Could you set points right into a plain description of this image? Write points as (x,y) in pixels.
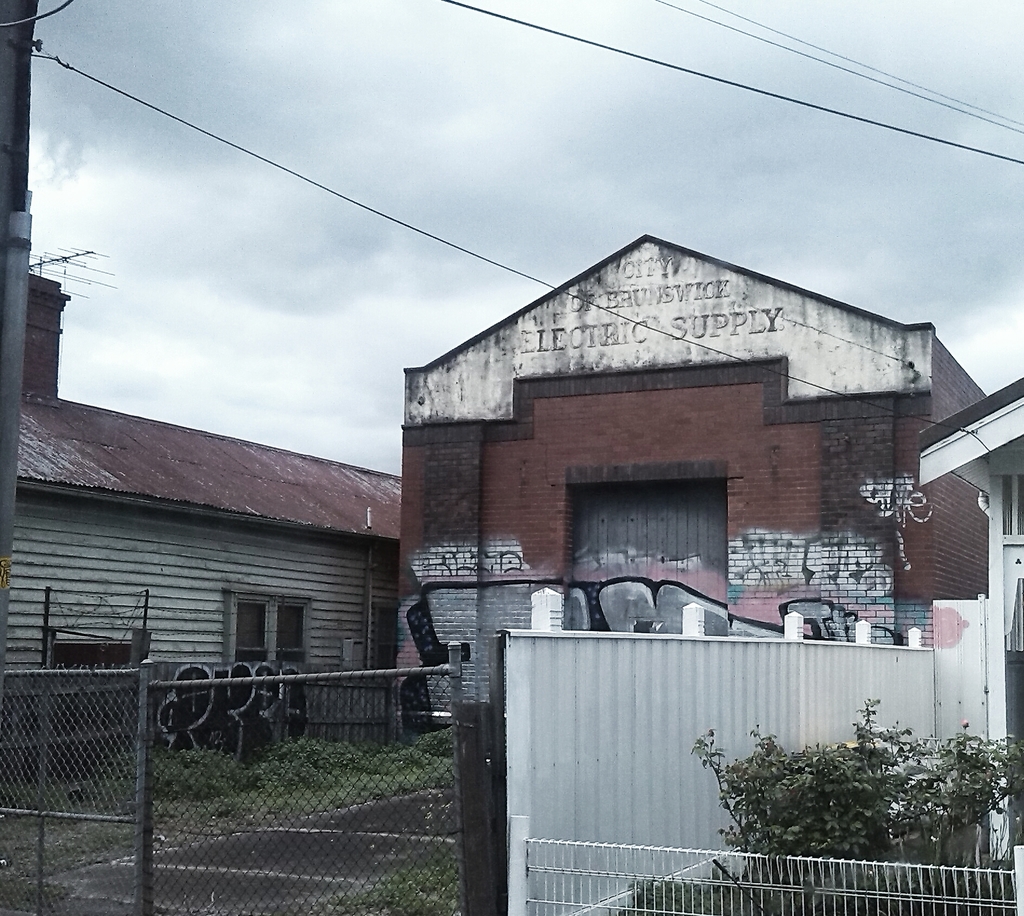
In this image there are buildings (297,570). In the center (608,593) there is a building (688,597). There is a graffiti art (518,605) on the building (750,613). At the top (605,303) there is text (615,341) on the building (716,357). In front of the building (412,726) there is the grass (243,801). In the bottom left (149,766) there is a gate (154,770). To the right (855,805) there are plants (857,819). In front of the plants (939,849) there is a railing (898,891). At the top (533,77) there is the sky (447,122). There are cable wires (795,51) in the air (235,92).
